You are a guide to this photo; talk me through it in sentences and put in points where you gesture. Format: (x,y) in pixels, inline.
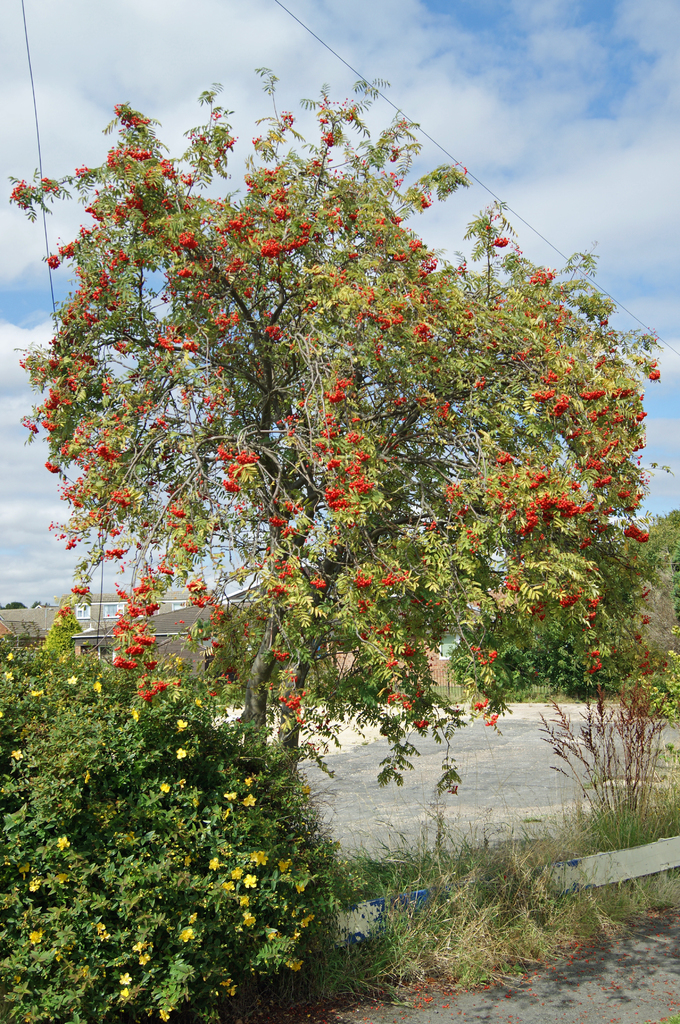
In this picture, we can see a few plants (215,925), trees (403,627), flowers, ground (633,984) and the sky (518,46) with clouds (665,345).
